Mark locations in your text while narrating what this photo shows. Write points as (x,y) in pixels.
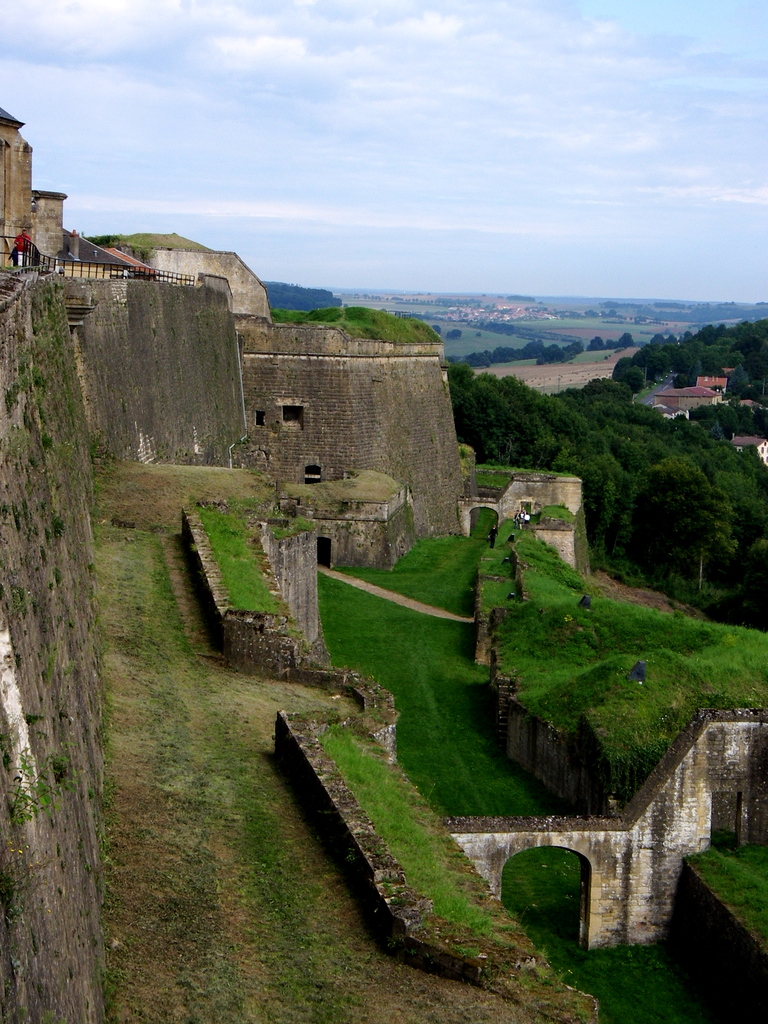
At the bottom (367,913), we see the grass (344,954). On the right side (586,685), we see the grass (679,670), trees (757,468) and an arch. On the left side (165,403), we see the castles (101,374). There are trees (324,297) and the buildings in the background (733,424). At the top (340,208), we see the sky (311,178) and the clouds (410,48).
